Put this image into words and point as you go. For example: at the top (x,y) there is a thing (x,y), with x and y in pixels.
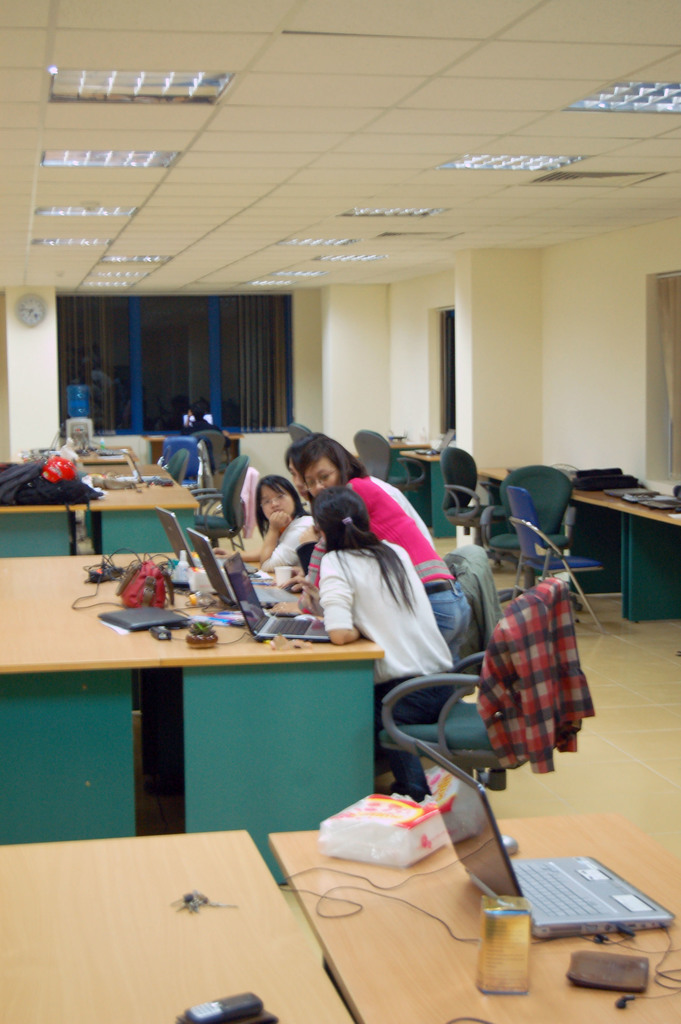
As we can see in the image there are tables (203,966) and few people (440,610) sitting on chairs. On table (245,986) there is a cover (401,834), mobile phone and laptop (532,892).
